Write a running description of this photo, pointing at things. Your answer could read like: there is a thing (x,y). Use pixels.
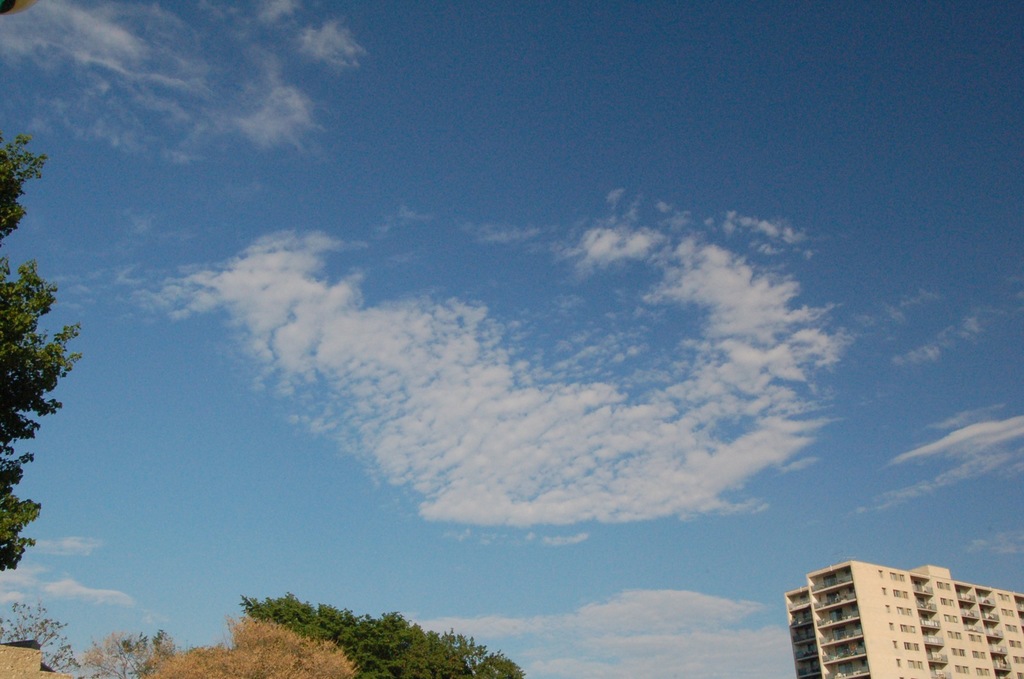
At the bottom of the image (433,638) we can see trees (394,644) and building (817,627). On the left side of the image (1,559) we can see trees (14,331). In the background (389,326) we can see sky (646,92) and clouds (417,323).
